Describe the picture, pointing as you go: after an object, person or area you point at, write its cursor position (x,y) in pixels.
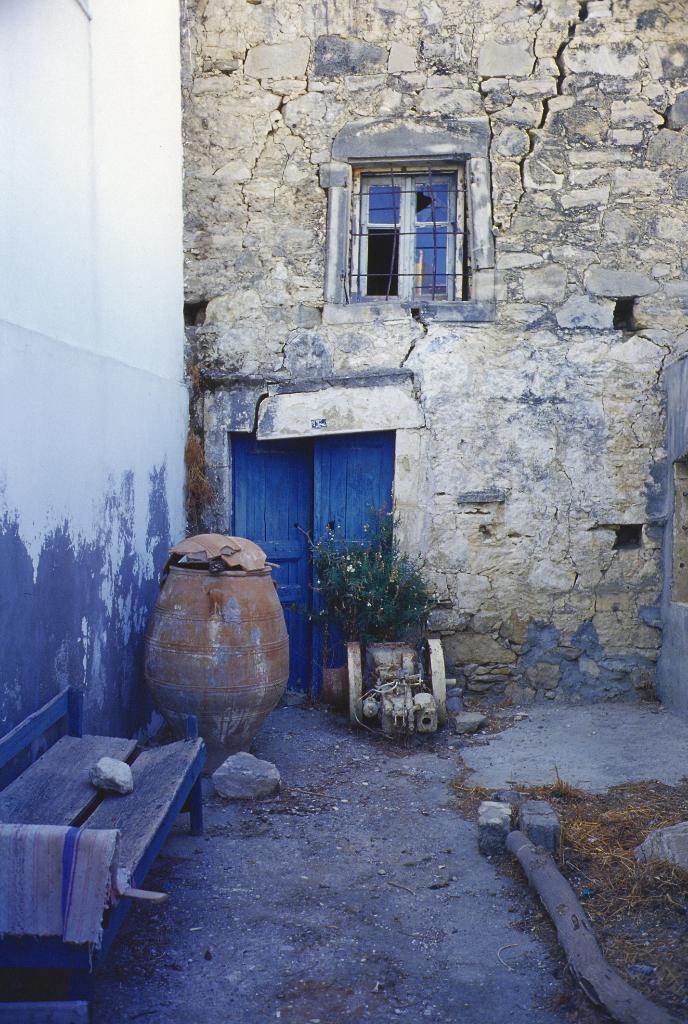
We can see walls (213,285), door (285,458), window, and we can see the ground (397,876), and some objects (163,842) on the ground (284,881) like container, cloth (91,906) on an object (147,851), and stones (241,774).
